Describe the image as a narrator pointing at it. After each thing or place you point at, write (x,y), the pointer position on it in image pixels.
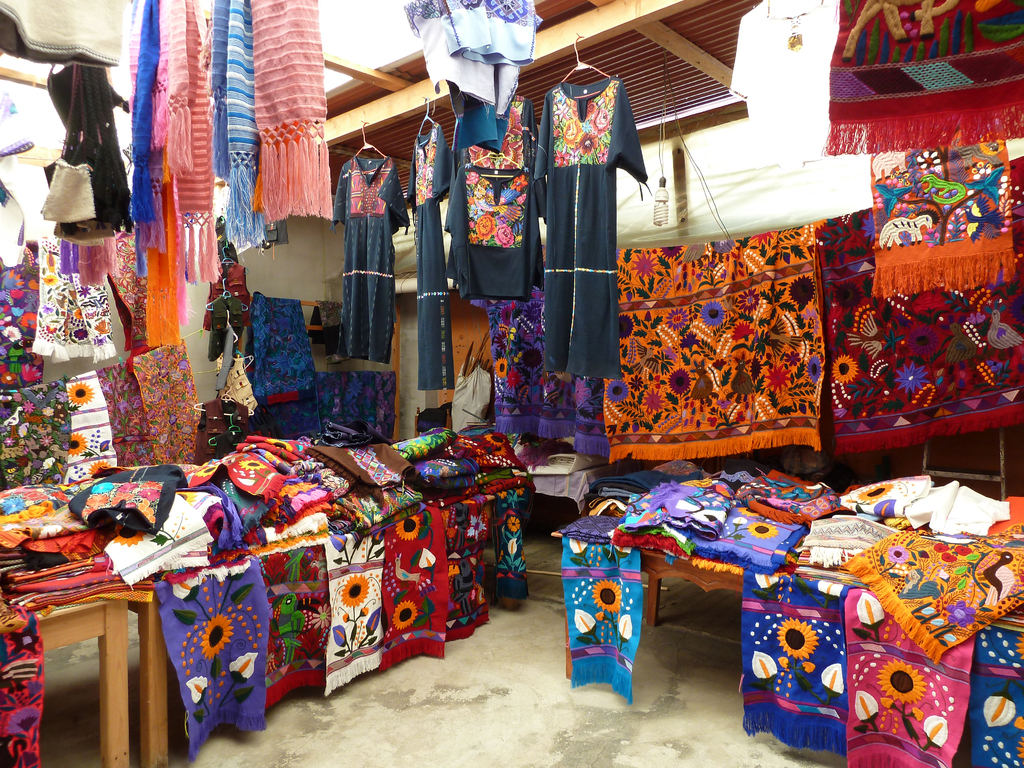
In the image I can see clothes (436,240) and tables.
